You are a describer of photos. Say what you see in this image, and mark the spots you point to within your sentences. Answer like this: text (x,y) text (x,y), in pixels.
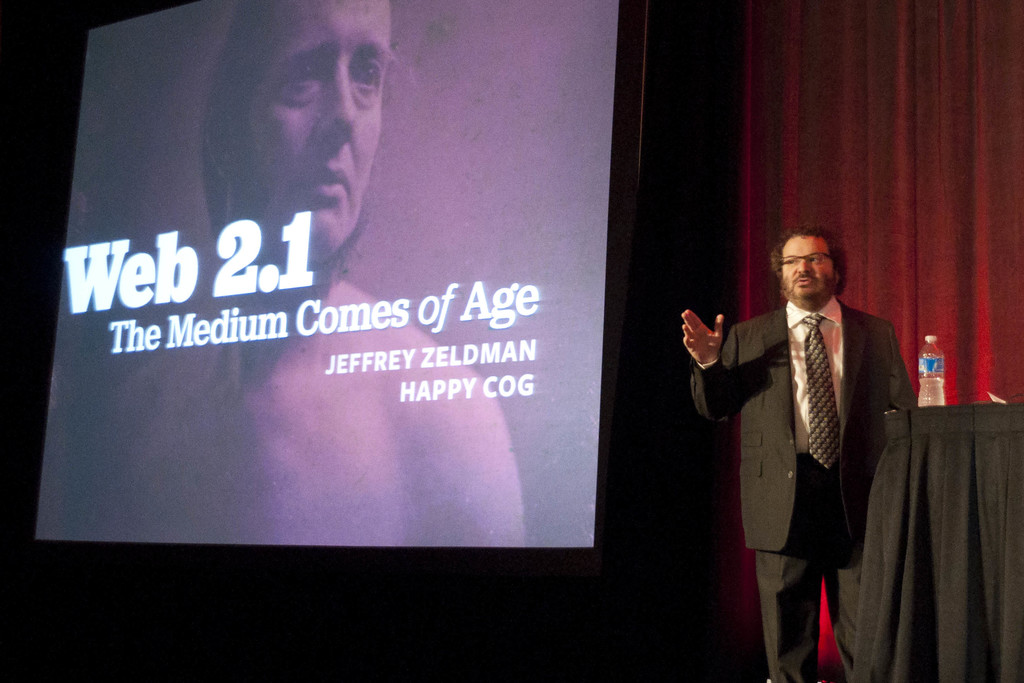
In this image we can see a man (773,646), cloth (918,648), bottle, curtain (929,307), and a screen (455,457). On the screen (330,321) we can see a person (380,45) and some text (462,319).
